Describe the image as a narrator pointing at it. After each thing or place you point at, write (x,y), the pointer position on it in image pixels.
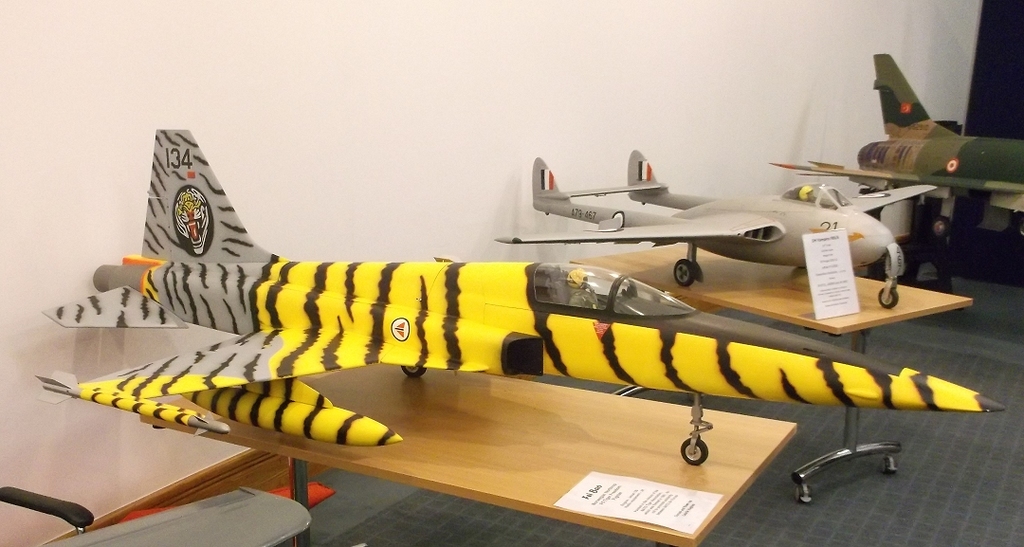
In this image there are a few models of airplanes (786,252) are arranged on the tables (673,452) with some labels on it. On the left side of the image (27,504) there is a chair (48,501) and in the background (383,127) there is a wall (357,136).
